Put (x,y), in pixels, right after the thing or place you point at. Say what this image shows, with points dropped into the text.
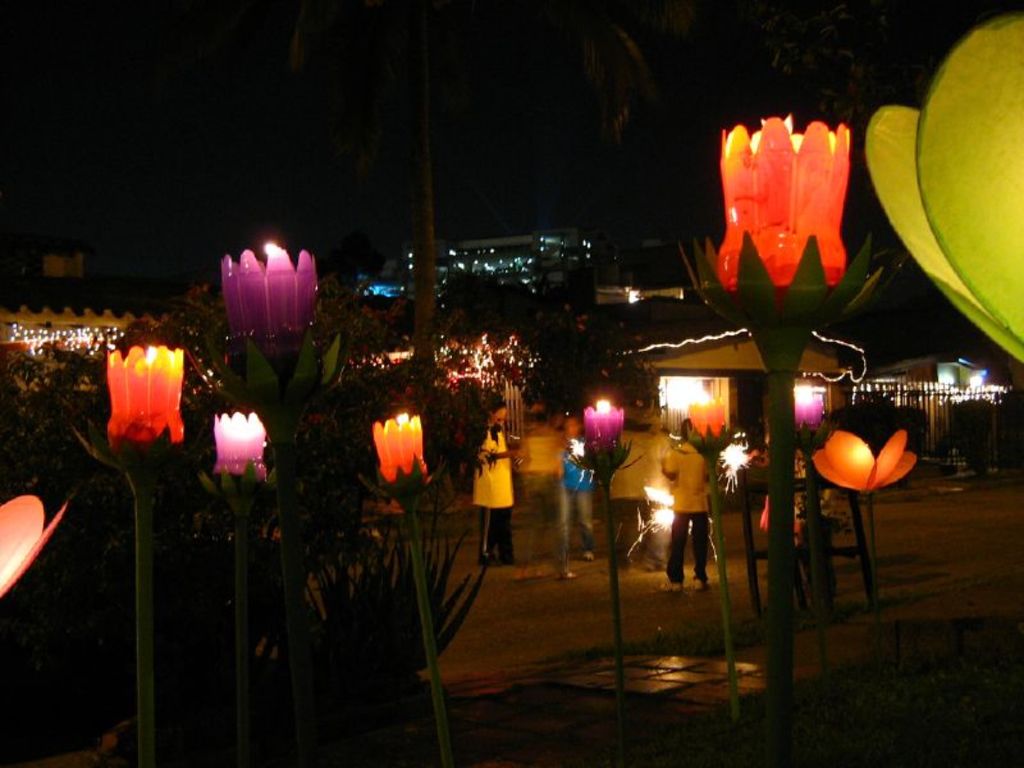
In this picture I can see people (675,536) standing on the ground (642,570). In the background (749,398) I can see house (728,380), buildings (567,265) and trees (470,390). In the front of the image (193,476) I can see candles (251,370).
